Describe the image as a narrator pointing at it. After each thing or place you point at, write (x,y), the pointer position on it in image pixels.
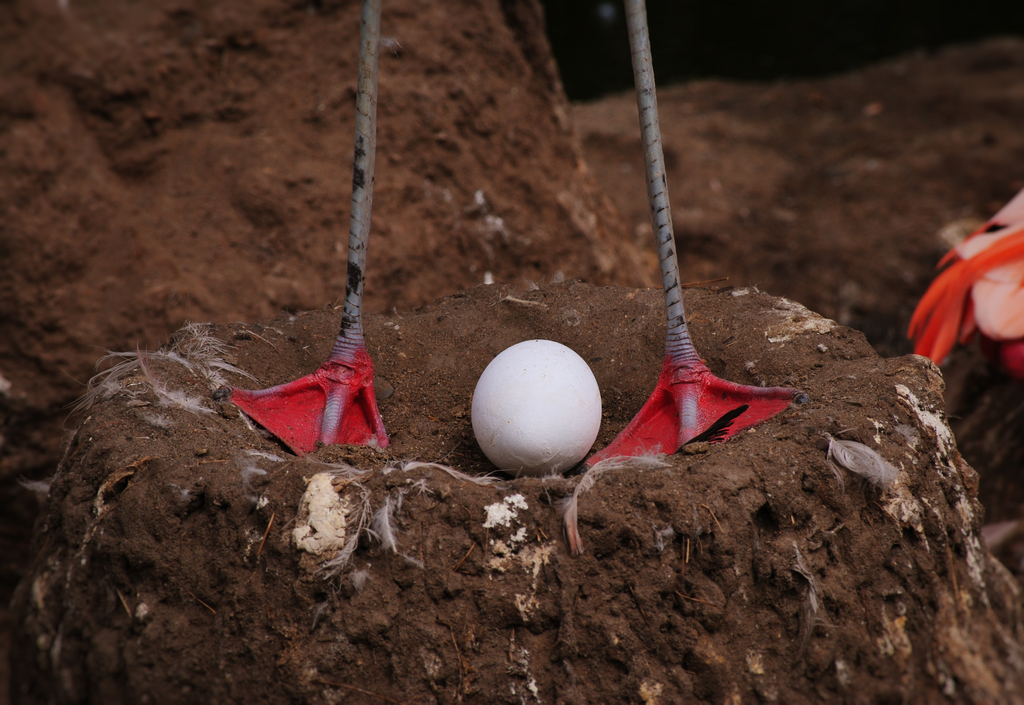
In this image we can see legs (368,108) of a bird (687,360) and there is an egg (512,470) placed on the soil (540,585).
